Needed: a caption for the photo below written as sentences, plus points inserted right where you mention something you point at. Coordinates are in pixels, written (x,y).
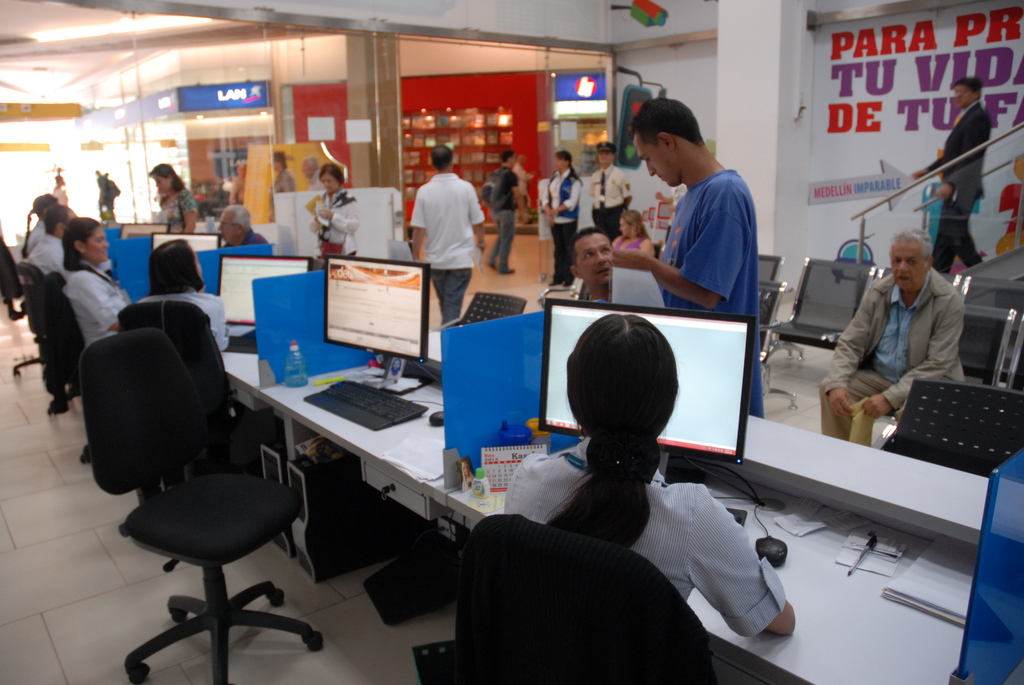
In the picture there are few people (664,263) walking and some are sat, on the left side (168,292) some people (181,299) sat in front of computers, it seems to be of a office (835,291).
